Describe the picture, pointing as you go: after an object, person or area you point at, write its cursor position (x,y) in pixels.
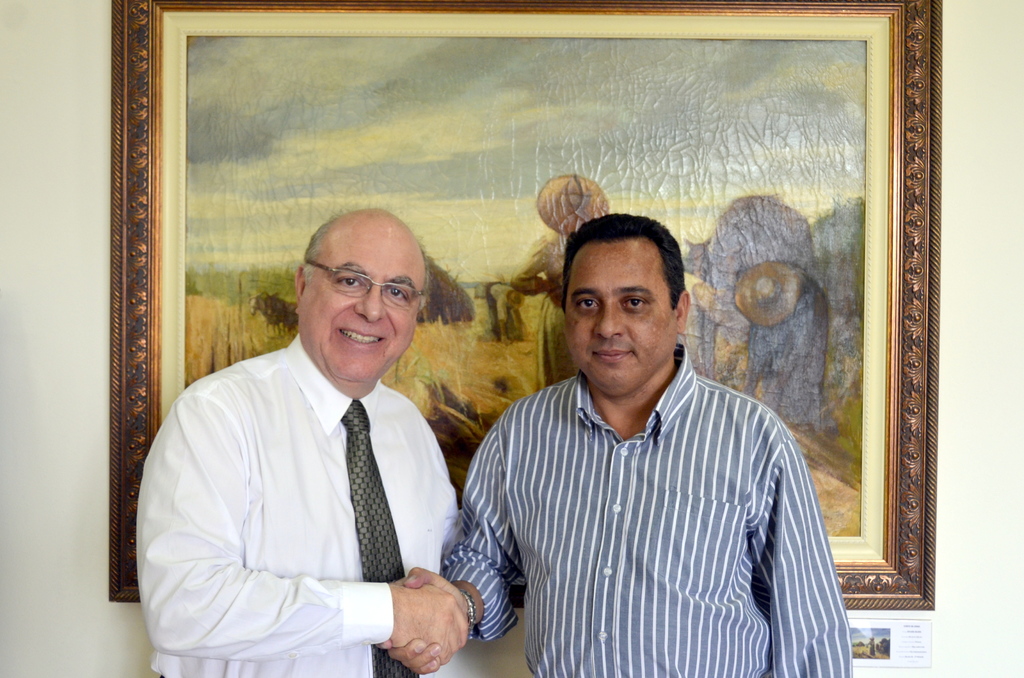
In this image there are two persons (434,543) standing and shake hands (432,668), behind them there is a photo frame (774,253) hanging on the wall (974,512).
